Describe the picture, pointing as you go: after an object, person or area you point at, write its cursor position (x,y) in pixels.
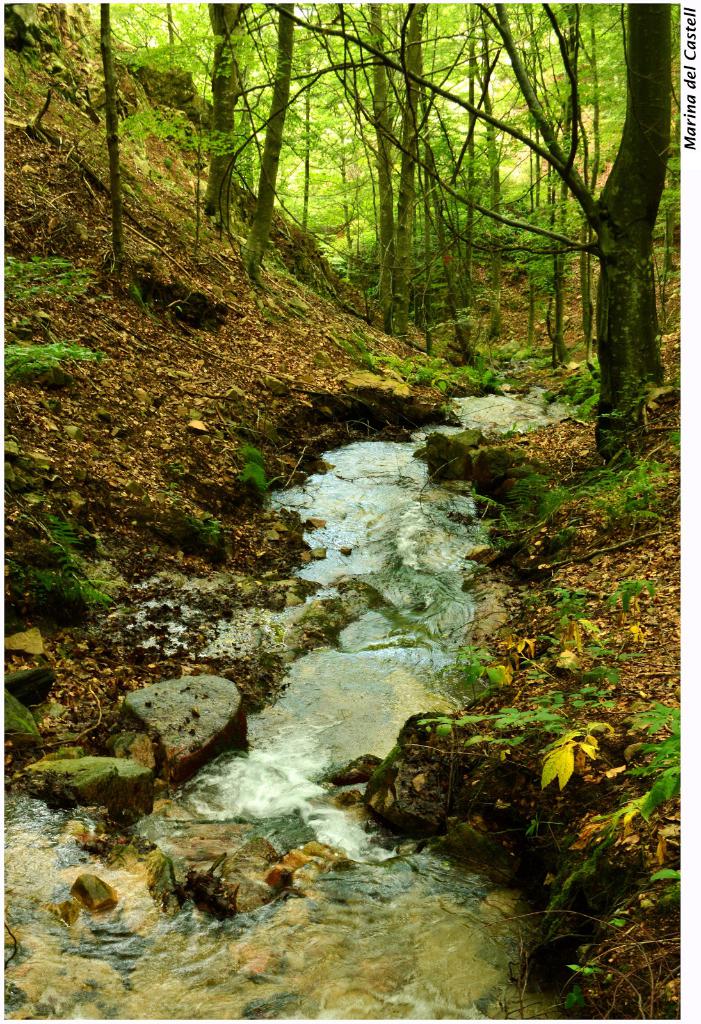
The given picture is taken in the forest (375,216). There are trees (380,170) all around the place. This is some amount of water (365,630). These are some dry leaves (208,442). There are some plants (41,580).
